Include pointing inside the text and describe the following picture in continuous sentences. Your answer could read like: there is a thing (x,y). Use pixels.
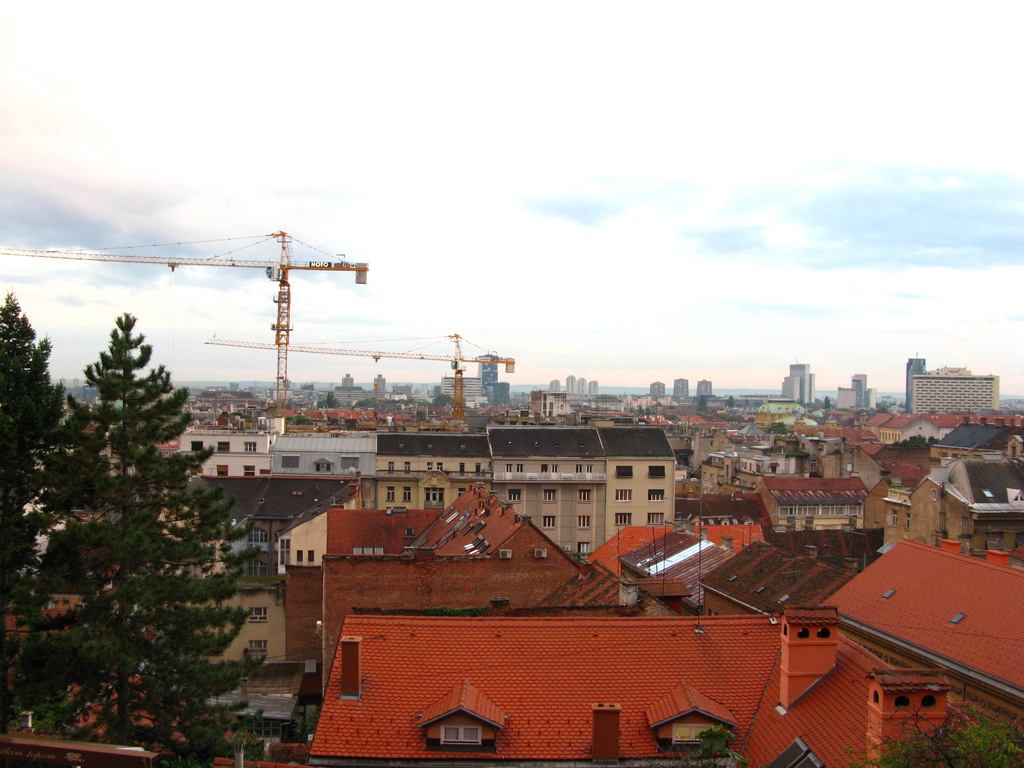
Here we can see houses (395,669), buildings (575,532), roofs (385,700), windows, poles (701,581) and trees (50,564) on the left side (44,610). In the background (462,386) there are buildings (188,446), trees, poles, windows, cranes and clouds (701,306) in the sky (701,306).
